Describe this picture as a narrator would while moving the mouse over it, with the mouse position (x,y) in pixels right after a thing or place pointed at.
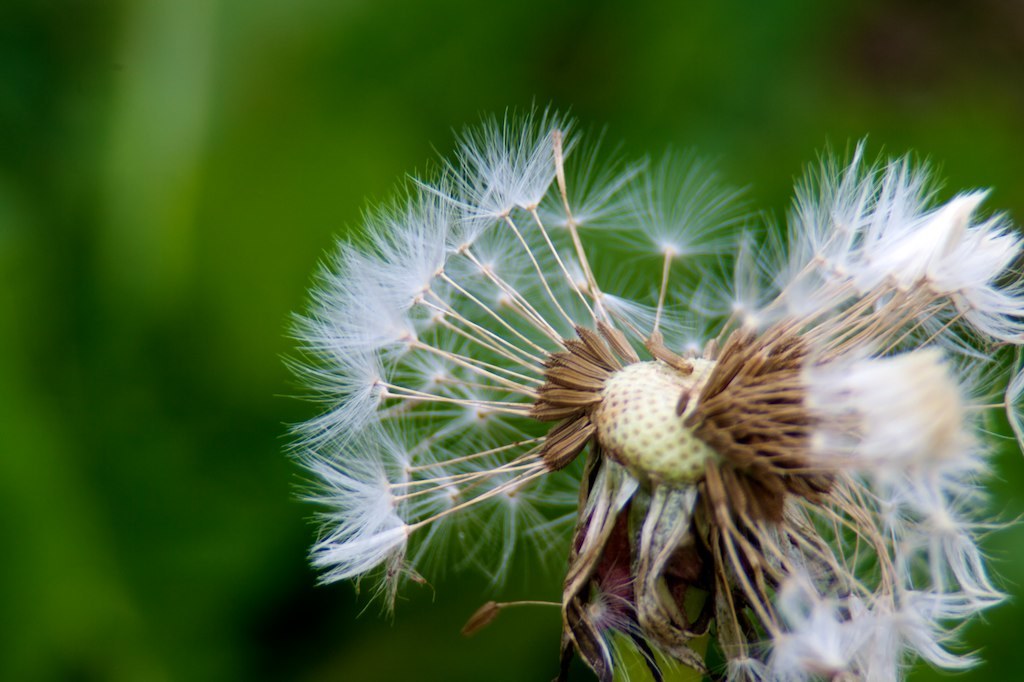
In the foreground of the picture (664,328) there is a flower (636,378). The background (227,108) is blurred.
